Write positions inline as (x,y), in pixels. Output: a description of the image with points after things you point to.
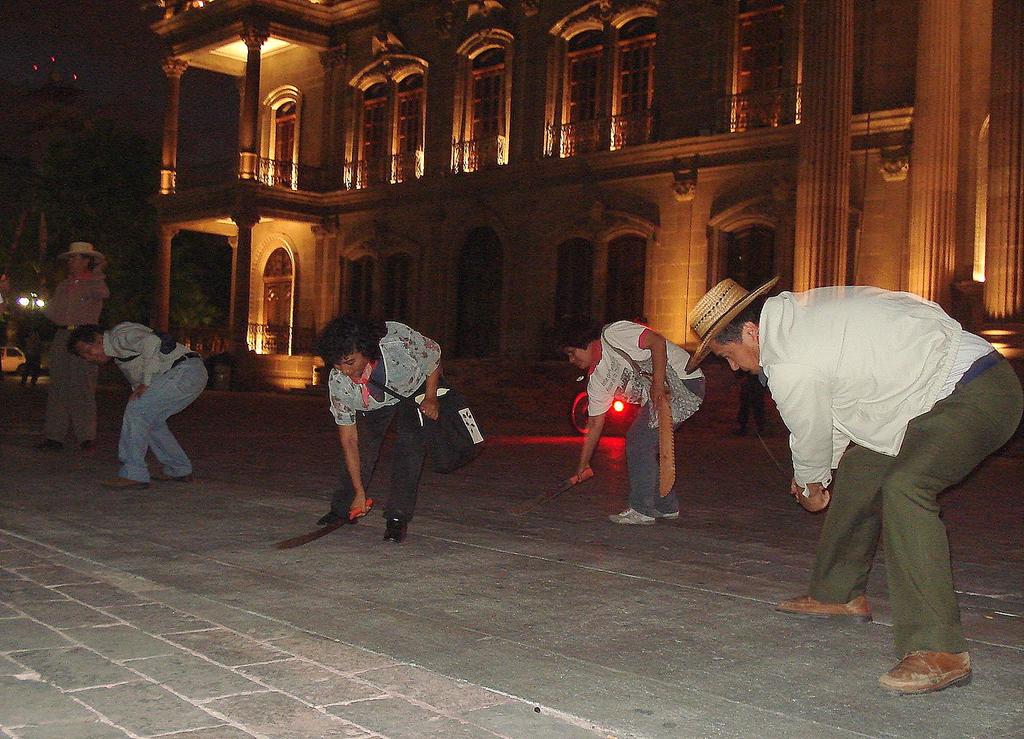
In this image we can see four people (400,383) bending and striking the road (447,557) with machetes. On the left (83,364) there is a person (80,327) standing. In the background (242,253) there is a building (434,217) and lights (23,300). At the bottom (292,623) there is a road (568,630) and we can see vehicles (580,417).
